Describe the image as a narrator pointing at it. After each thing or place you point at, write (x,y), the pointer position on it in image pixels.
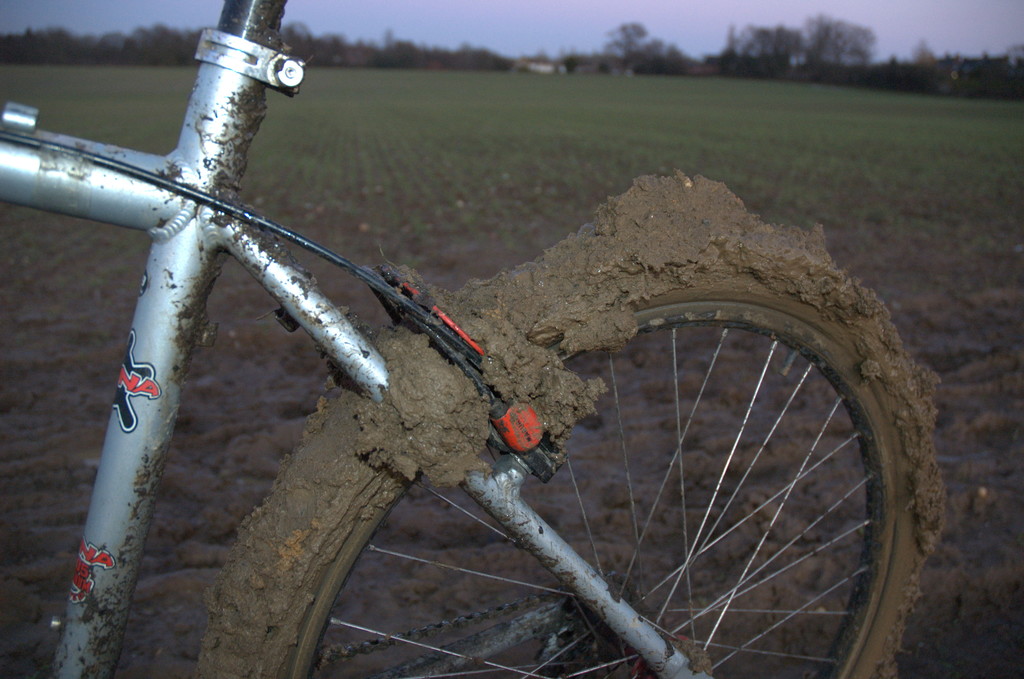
In this image we can see mud clogged bicycle (372,386) which is in the color of silver and in the background of the image (552,128) there are some farm lands (524,109), trees (508,58) and clear sky (587,48).
